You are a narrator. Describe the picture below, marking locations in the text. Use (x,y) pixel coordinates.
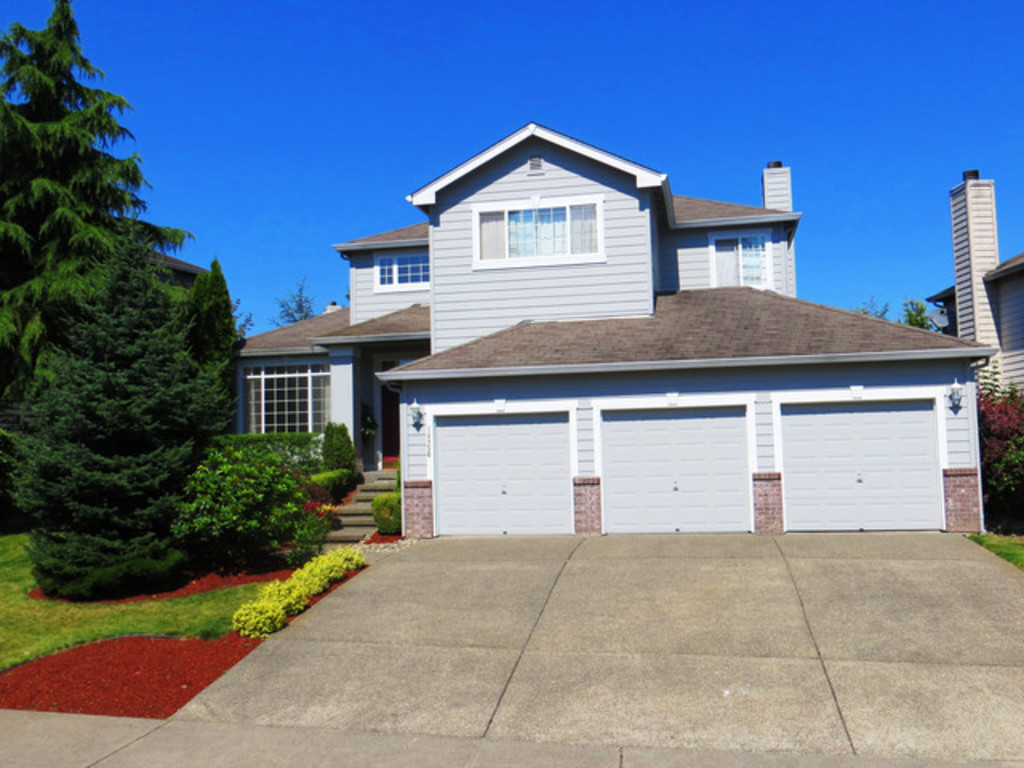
In this image I can see a building (695,472) in the center (539,478). It has 3 shutters (490,444). There are trees (157,552) on the left (18,171). There is sky (516,66) at the top (739,100).
